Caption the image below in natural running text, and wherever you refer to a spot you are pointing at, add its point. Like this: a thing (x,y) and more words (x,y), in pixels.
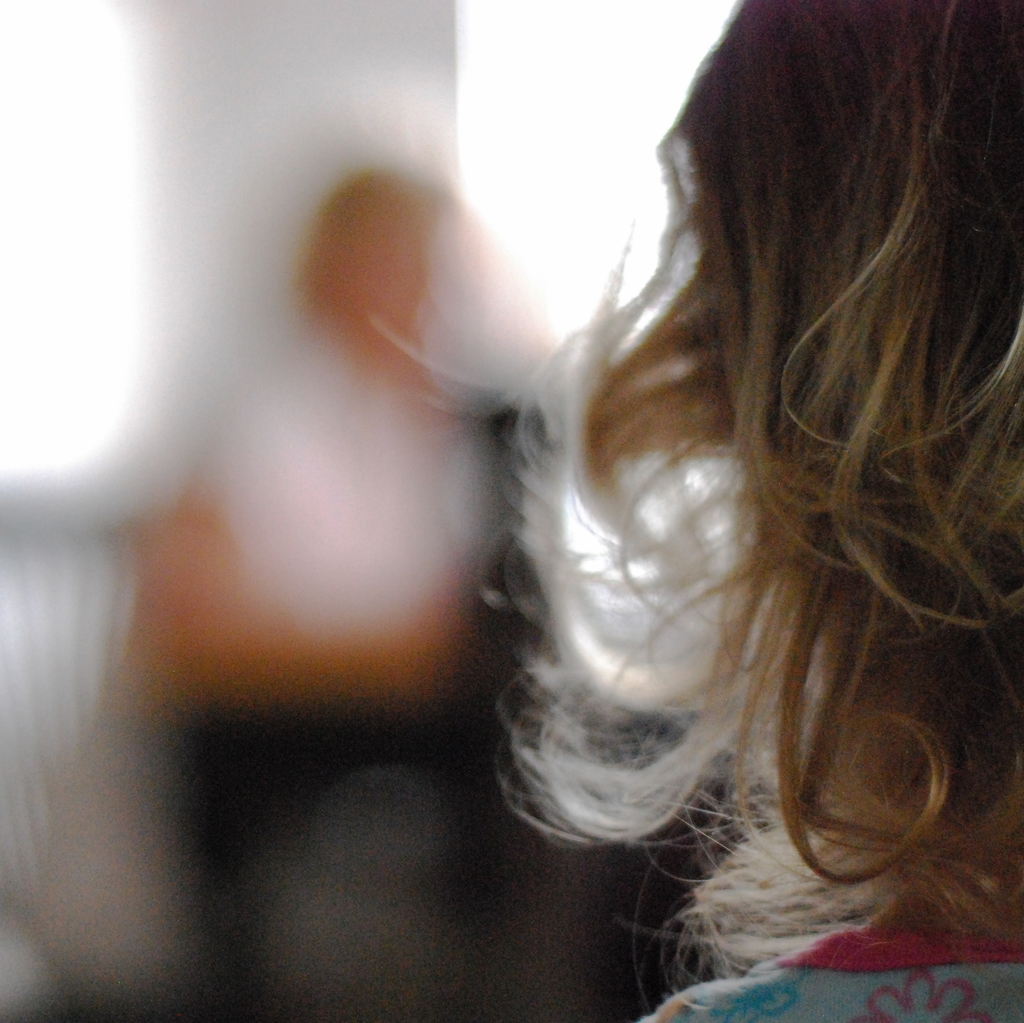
On the right side (970,247), there is a person (965,972) in front of a person (449,506) who is sitting, near a wall (234,315).
